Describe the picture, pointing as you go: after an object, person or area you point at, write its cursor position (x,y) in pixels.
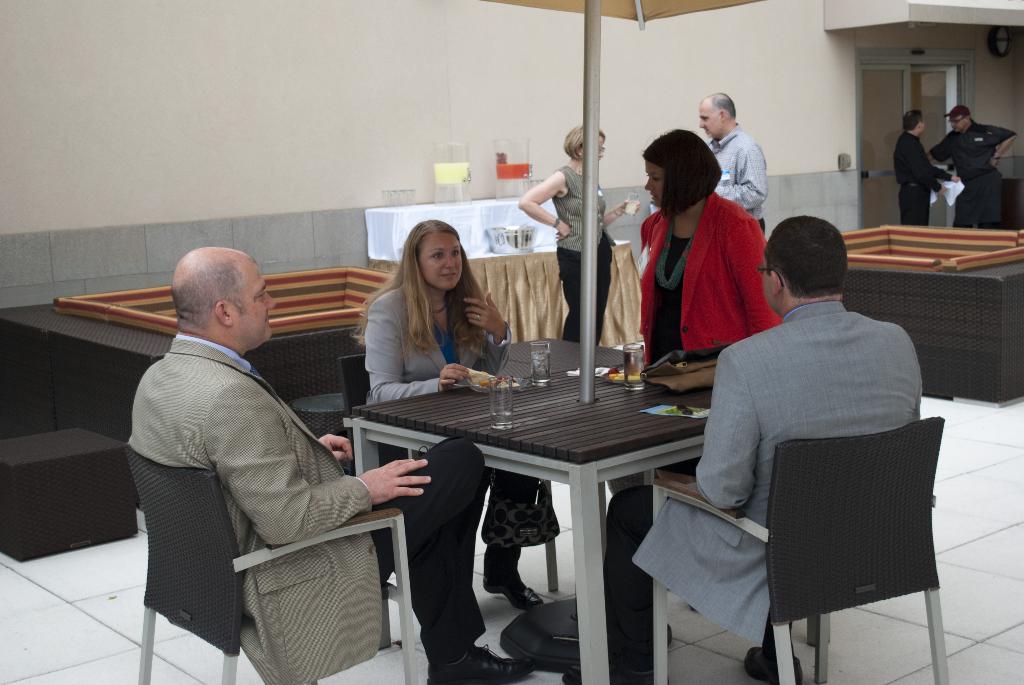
In this image there are group of people (802,317) sitting in chair (906,546), near the table (546,436) and in table (512,442) there are glass (510,399), paper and in back ground (565,289) there are bowl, cloth (540,265), couch (27,373), group of people (959,166) standing, umbrella (663,12).
